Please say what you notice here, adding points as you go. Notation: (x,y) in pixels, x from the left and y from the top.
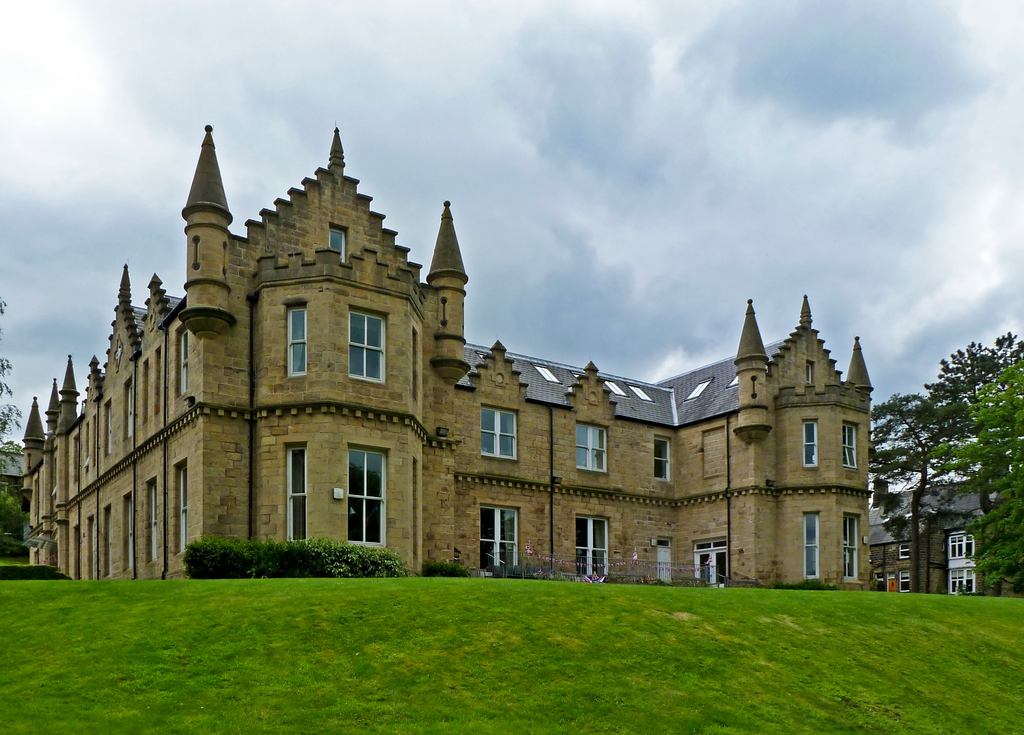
In this picture we can see grass (405,588), plants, trees (950,483), buildings (364,464) and objects (571,567). In the background of the image (801,260) we can see the sky (656,227) with clouds (653,233).
